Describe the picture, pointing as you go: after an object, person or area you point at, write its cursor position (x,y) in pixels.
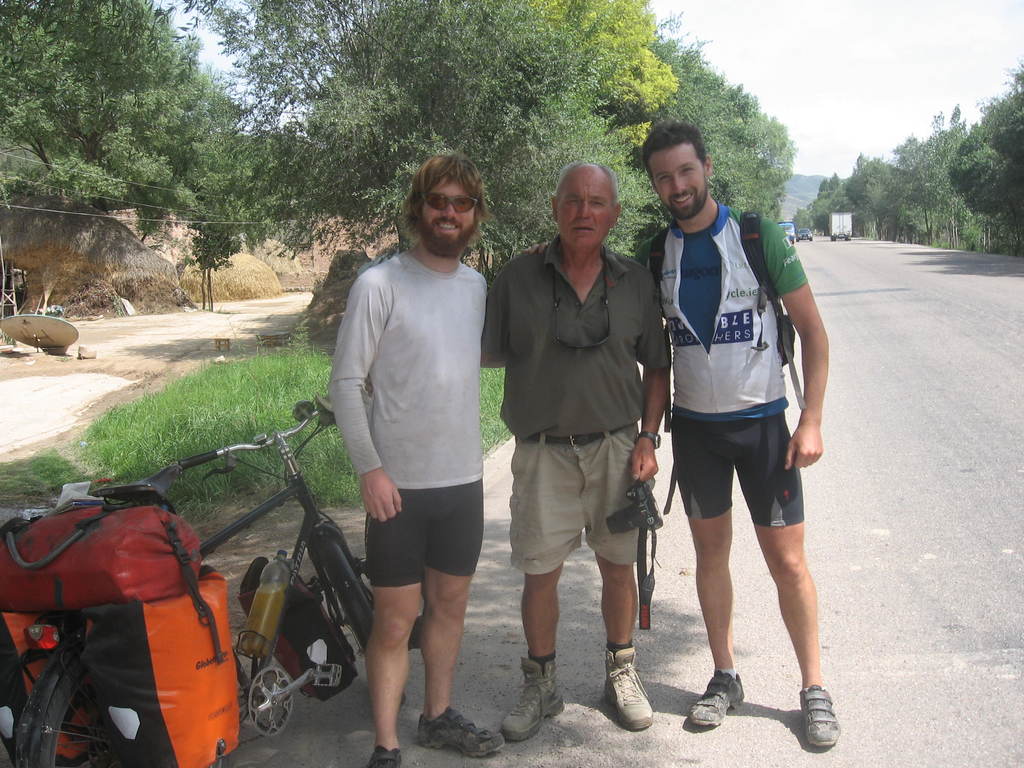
In this image there are three men (577,357) standing on a road (806,526), on either side of the road (809,513) there are trees (545,150), on the left side (304,546) there is a bicycle (319,537).
